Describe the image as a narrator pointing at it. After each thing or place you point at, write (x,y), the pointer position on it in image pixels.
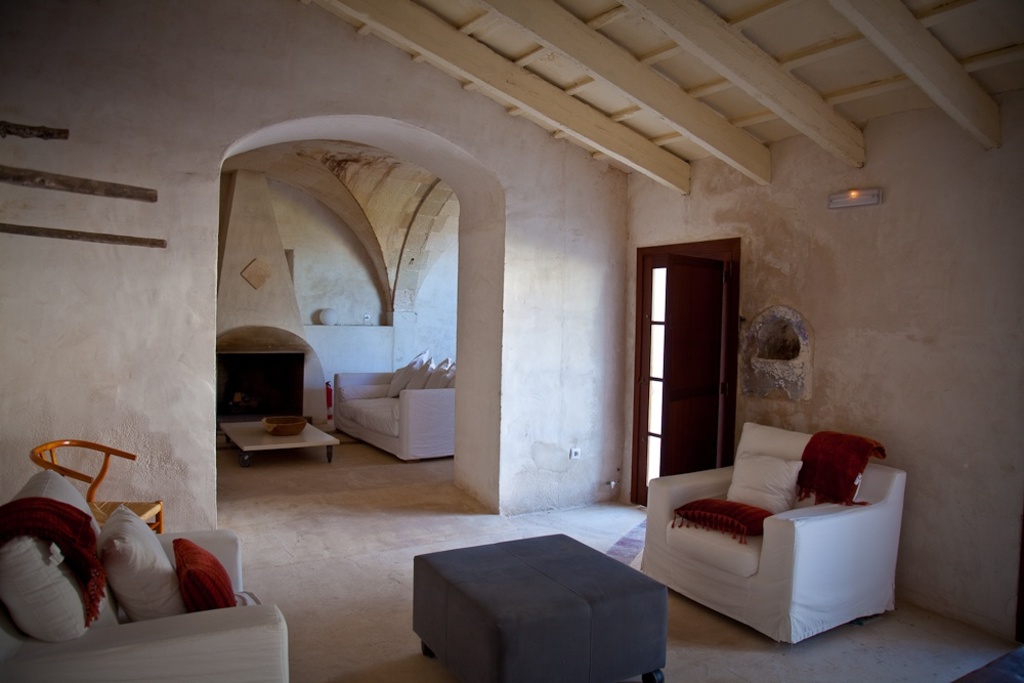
There are sofas (820,510) and these are the pillows (60,619). This is table (271,439). There is a bowl (270,420) and this is floor (341,544). Here we can see a chair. In the background (285,161) there is a wall (596,345) and this is door (661,404). There is a light (838,204) and this is roof (544,80).
